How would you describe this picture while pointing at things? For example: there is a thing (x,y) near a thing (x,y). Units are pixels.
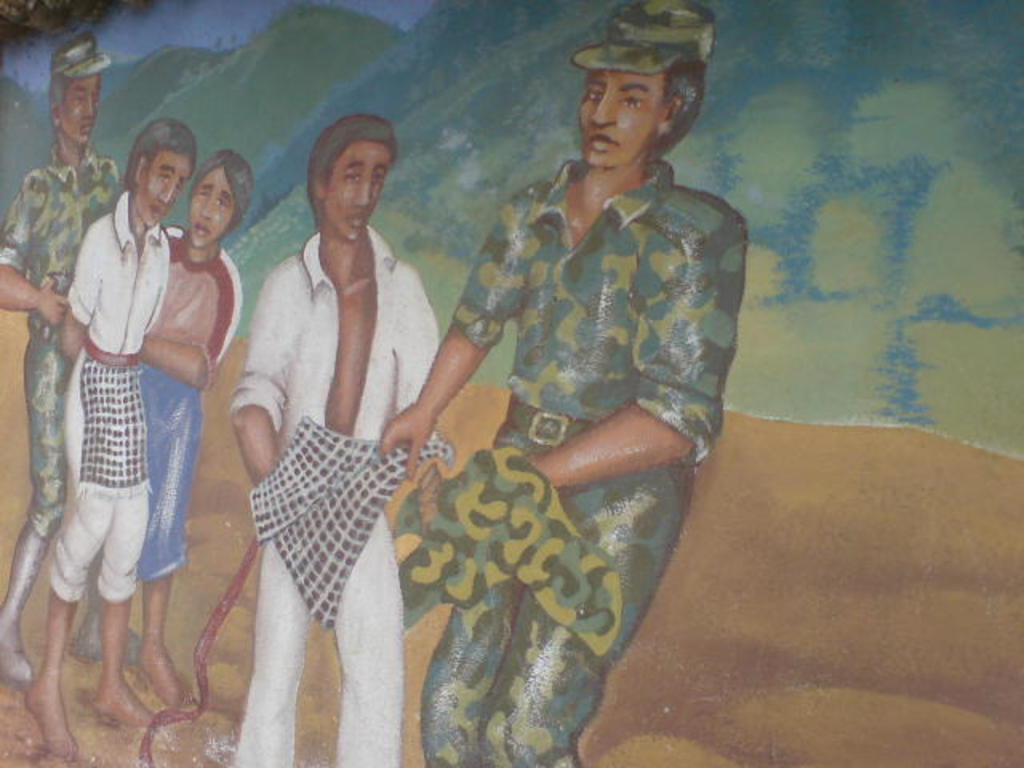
In this picture we can see painting (674,489) of people (625,374), hills (351,69) and sky (294,2).
